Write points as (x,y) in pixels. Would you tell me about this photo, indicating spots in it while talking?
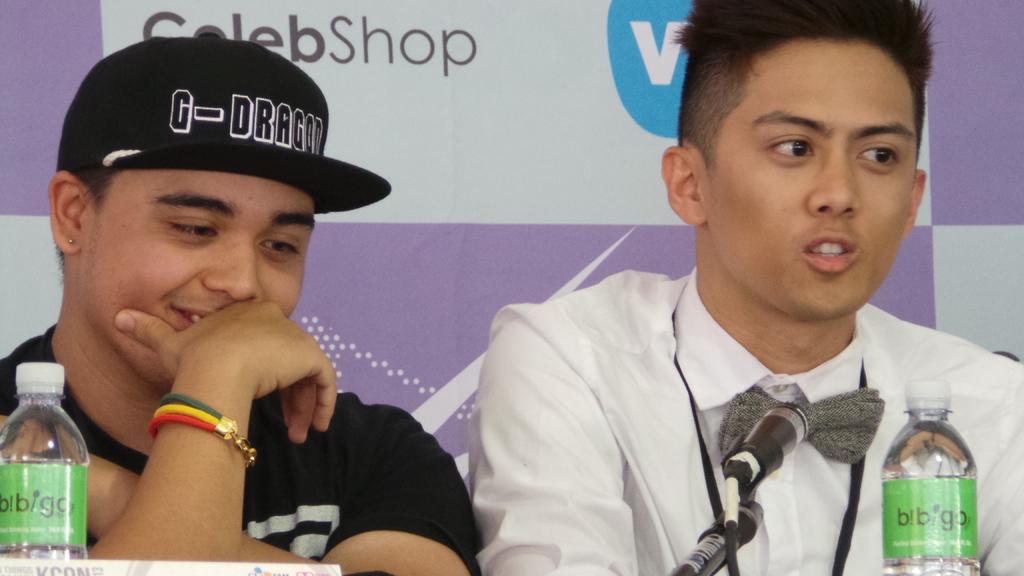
This man (259,340) wore black t-shirt (338,416) and cap (244,75). This man (790,217) wore white shirt (672,330). In-front of this person (505,497) there is a bottle (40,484) and mic (768,442).
